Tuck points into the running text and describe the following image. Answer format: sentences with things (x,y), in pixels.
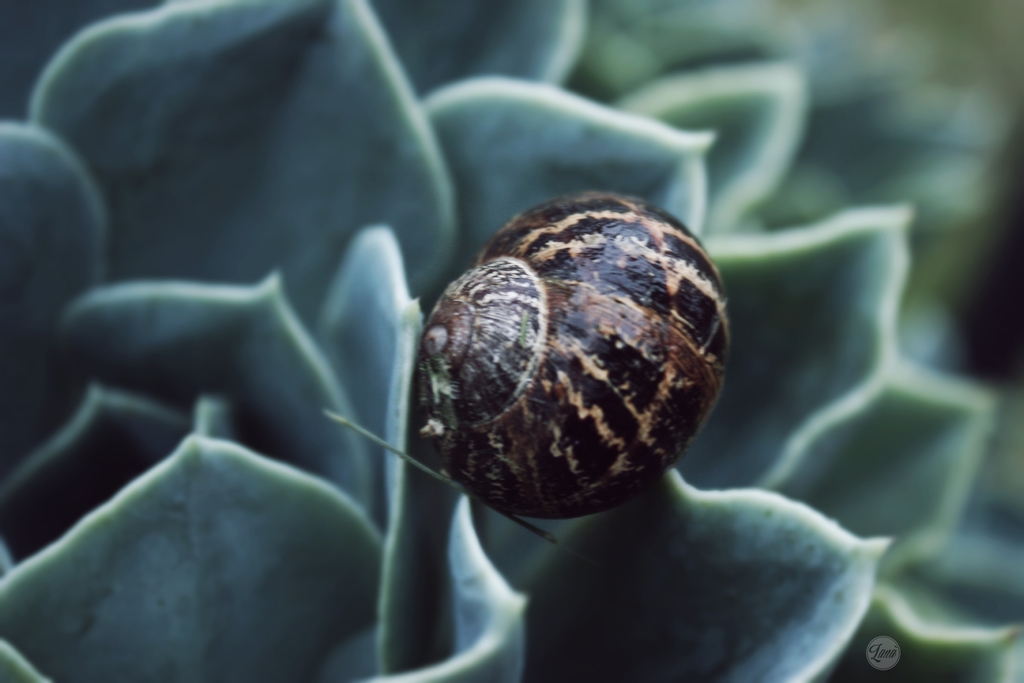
In the center of the image (386,316) there is a plant (106,660). There is a snail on the plant (311,136).
